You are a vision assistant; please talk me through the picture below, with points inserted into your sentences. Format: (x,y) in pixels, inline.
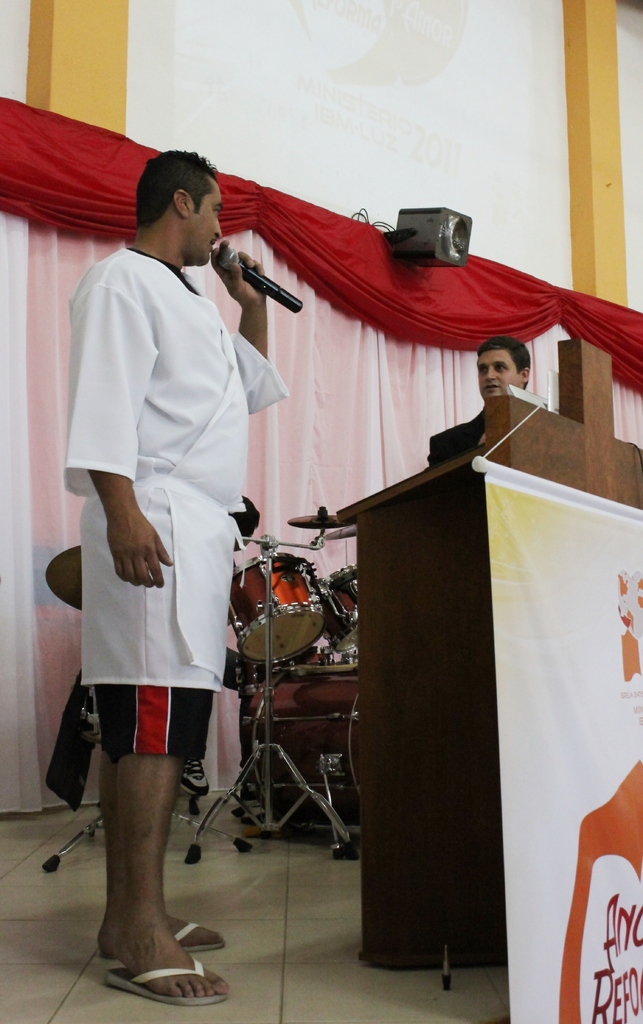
In this image we can see a man (185,549) standing and holding a mic (288,305), next to him there is another man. On the right (577,472) there is a podium (559,441) and we can see a banner (536,712). In the background (296,723) there is a band (350,598), curtains (434,301), speaker (431,216) and a wall (444,131).
